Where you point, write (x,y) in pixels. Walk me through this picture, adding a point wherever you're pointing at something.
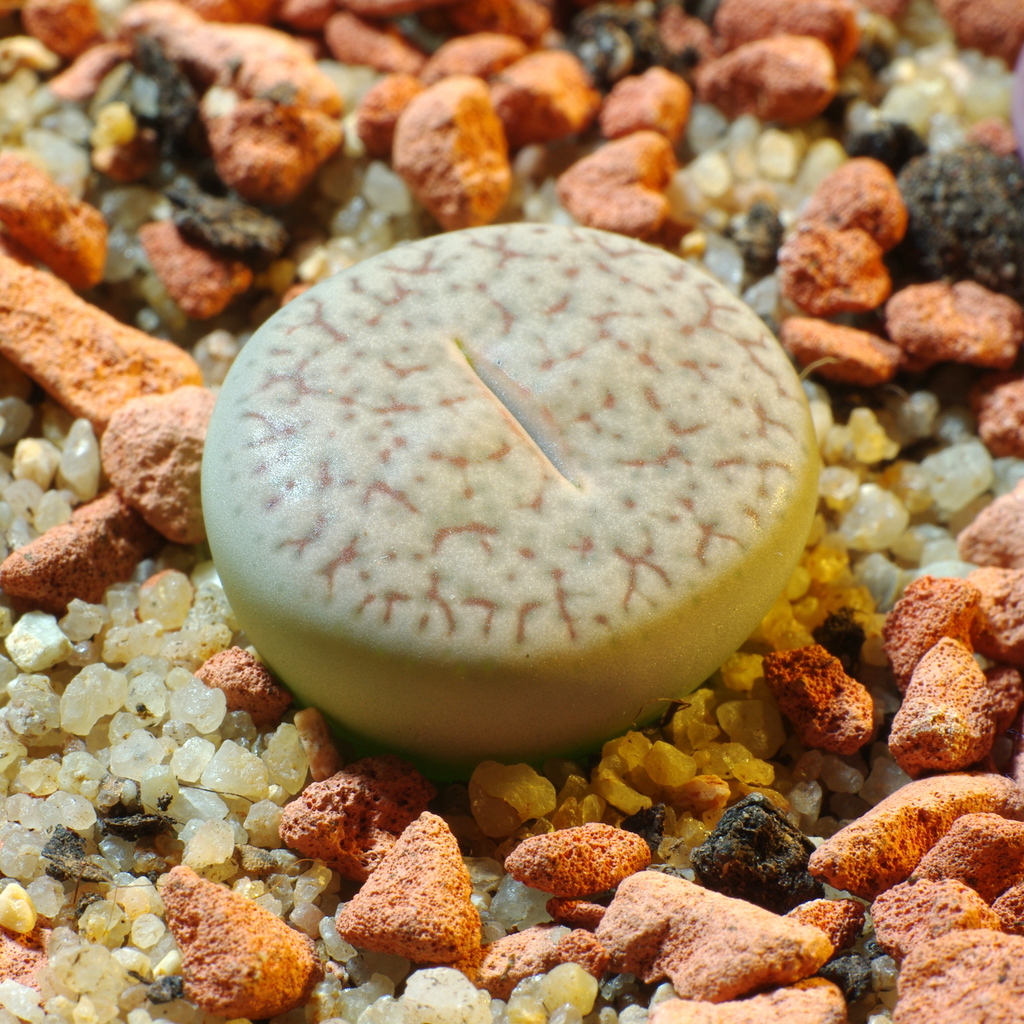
These are stones (242,993).
